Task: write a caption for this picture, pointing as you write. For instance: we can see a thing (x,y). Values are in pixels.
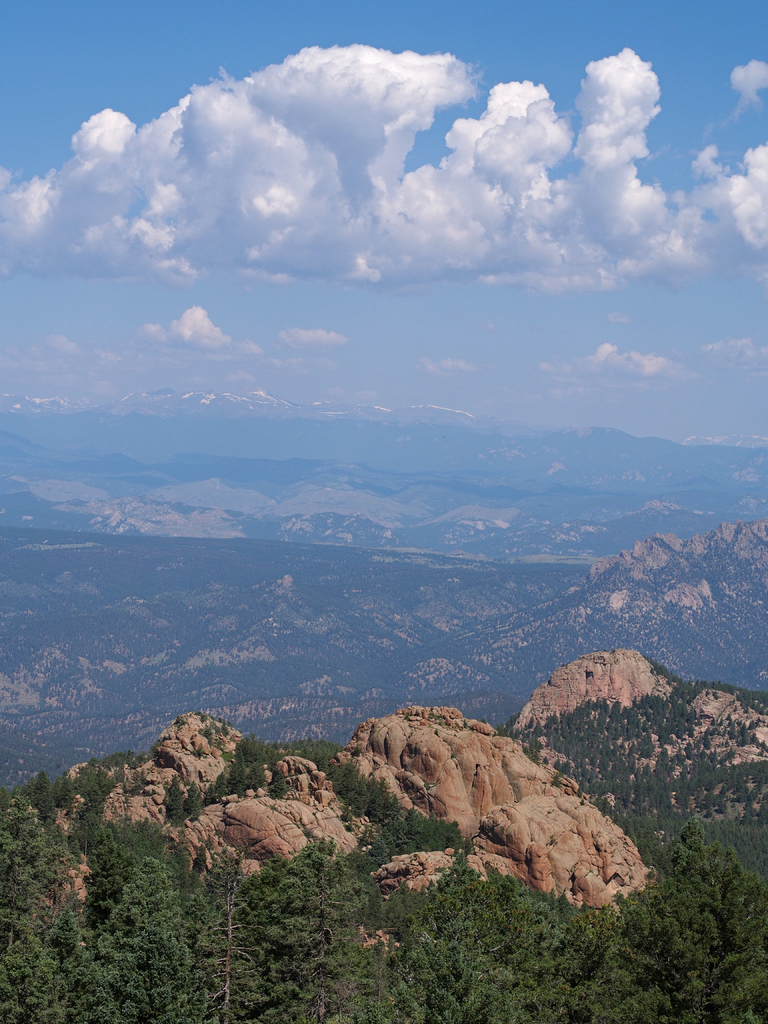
In this picture we can see trees (321,898), rocks (436,788), mountains (484,442) and in the background (397,152) we can see the sky (494,80) with clouds (376,280).
